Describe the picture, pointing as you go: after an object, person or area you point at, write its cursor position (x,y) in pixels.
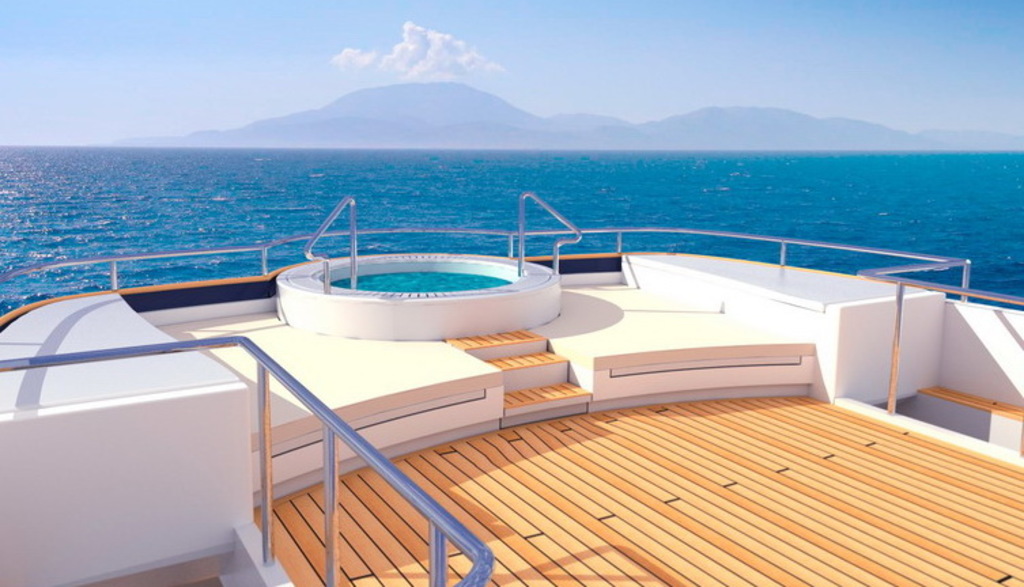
In this picture I can see a boat (218,391) with a swimming pool (392,326) and I can see water (683,180) and hills (480,126) and a blue cloudy sky (723,55).
